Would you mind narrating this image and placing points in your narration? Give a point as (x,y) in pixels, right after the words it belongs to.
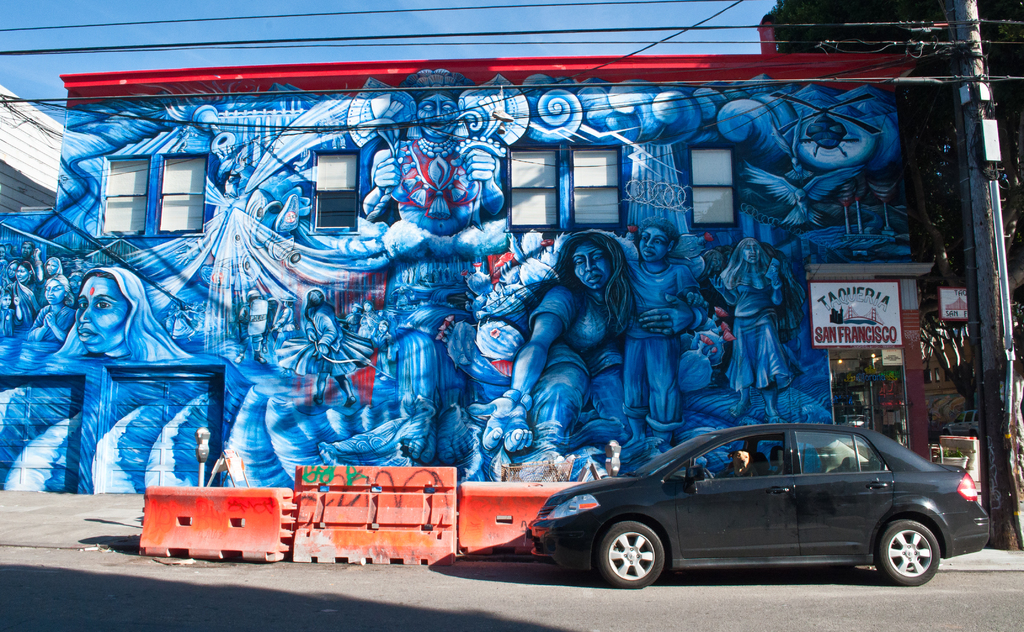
In this image there is a black car (692,550) on the road (587,594). Behind the car (807,501) there are dividers (496,499). In the background (350,312) there is a building wall (435,308) to which there are windows (545,182). On the wall (429,276) there is a painting (339,287). On the right side (981,323) there is an electric pole (1002,353) on the footpath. At the top (34,53) there are wires (488,42).
